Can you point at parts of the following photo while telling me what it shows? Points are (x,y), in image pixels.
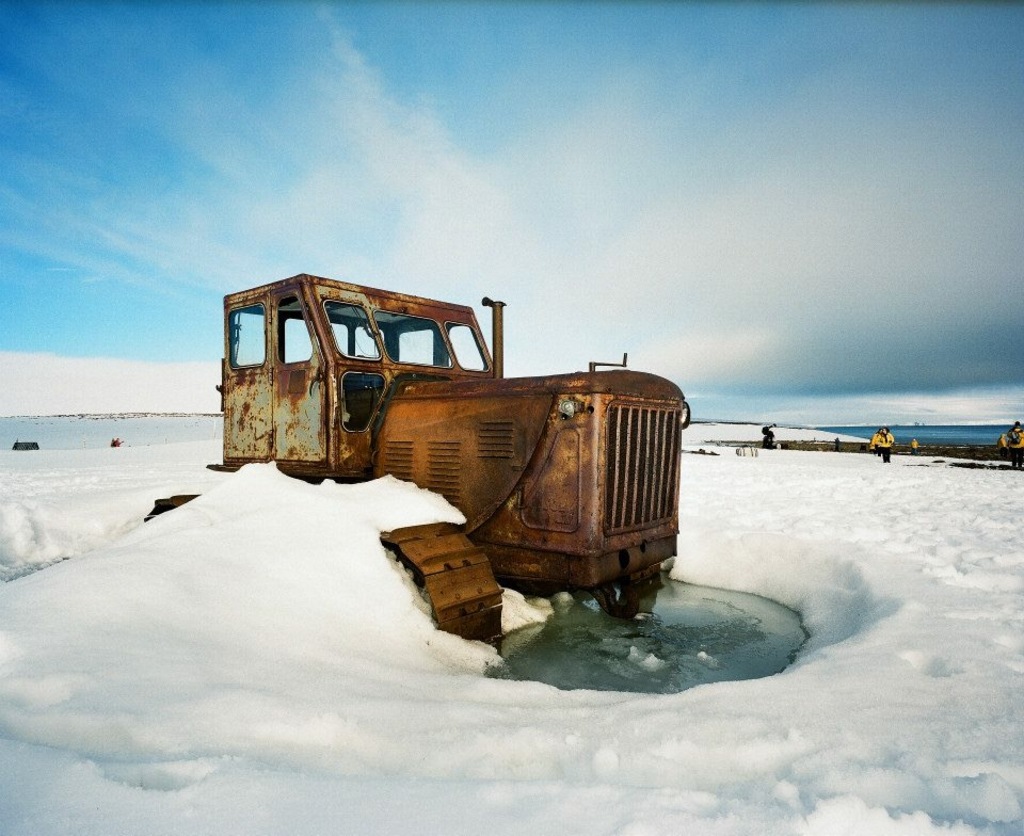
This picture is clicked outside. In the center (381,373) we can see a vehicle (610,615) and we can see there is a lot of snow (858,544). In the background (766,156) we can see the sky (521,251), group of persons (888,451) and some other objects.
